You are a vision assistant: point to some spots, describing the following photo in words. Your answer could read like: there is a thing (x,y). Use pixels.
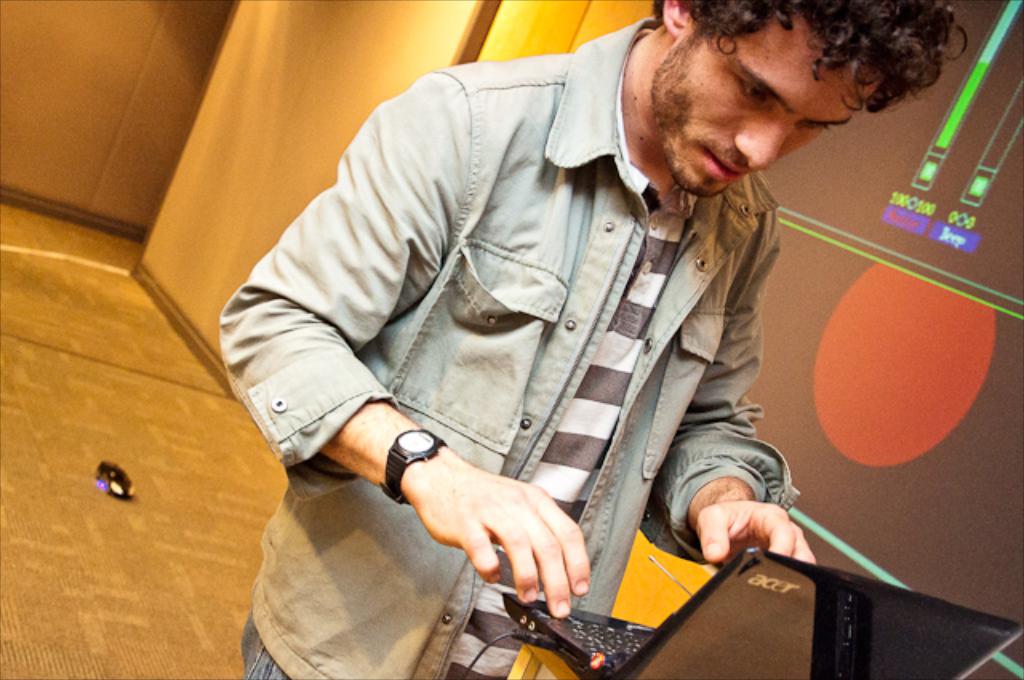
In this picture we can see a man (567,480) is standing and in front of the man (448,400) there is a laptop (747,641) and a cable (490,646). On the right side of the man (508,306) there is a board (832,263) and the wall (508,51). Behind the man (318,448) there is an object (107,493) on the floor (80,542).
